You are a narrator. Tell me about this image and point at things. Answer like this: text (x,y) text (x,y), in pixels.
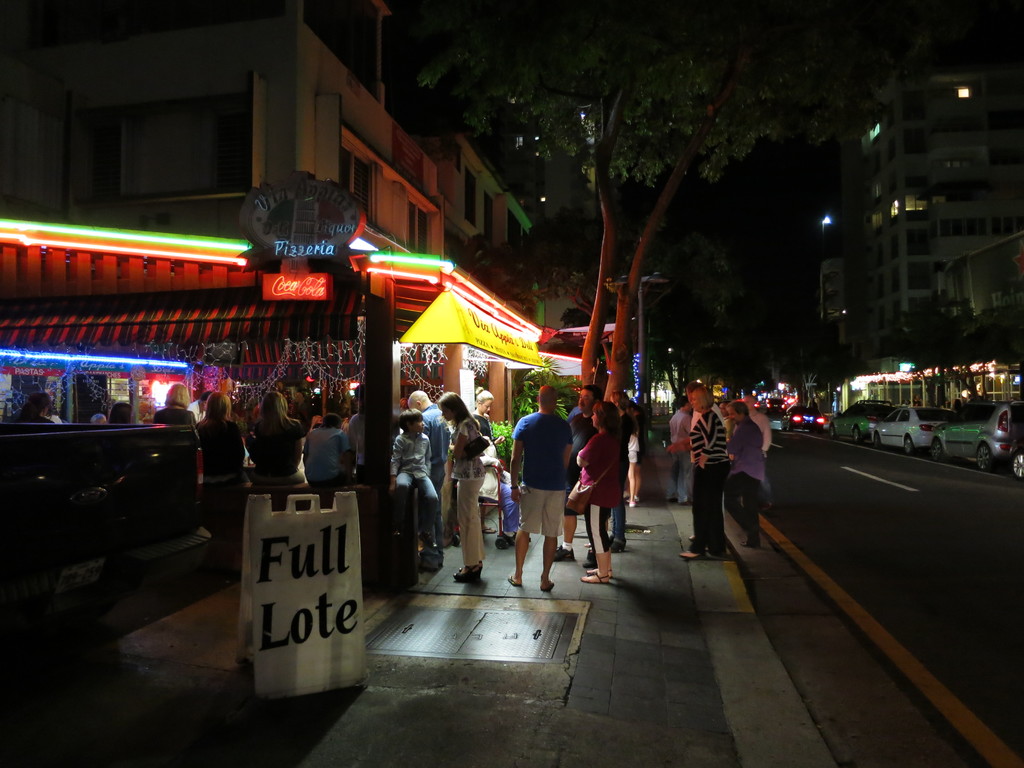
We can see people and board (278,588). In the background (879,346) we can see buildings (912,394), trees (761,351) and cars (788,398) on the road (855,449).
